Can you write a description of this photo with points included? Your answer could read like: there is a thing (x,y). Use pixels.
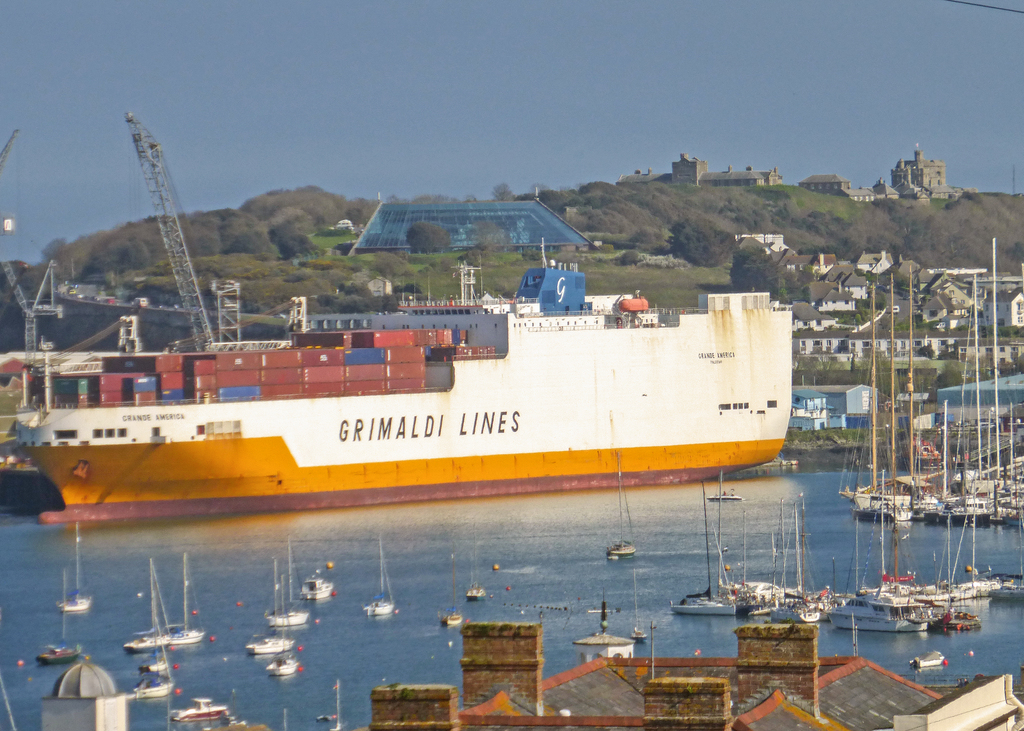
There are containers (316,347) arranged on the ship (434,349) which is on the water (439,519) on which, there are boats (803,604). On the right side (864,681), there is a building (872,714) which is having roof (886,718). In the background (936,322), there are buildings (823,258), trees (721,235), plants (673,240) and grass (704,286) on the mountain (721,192) and there is blue sky (259,83).
